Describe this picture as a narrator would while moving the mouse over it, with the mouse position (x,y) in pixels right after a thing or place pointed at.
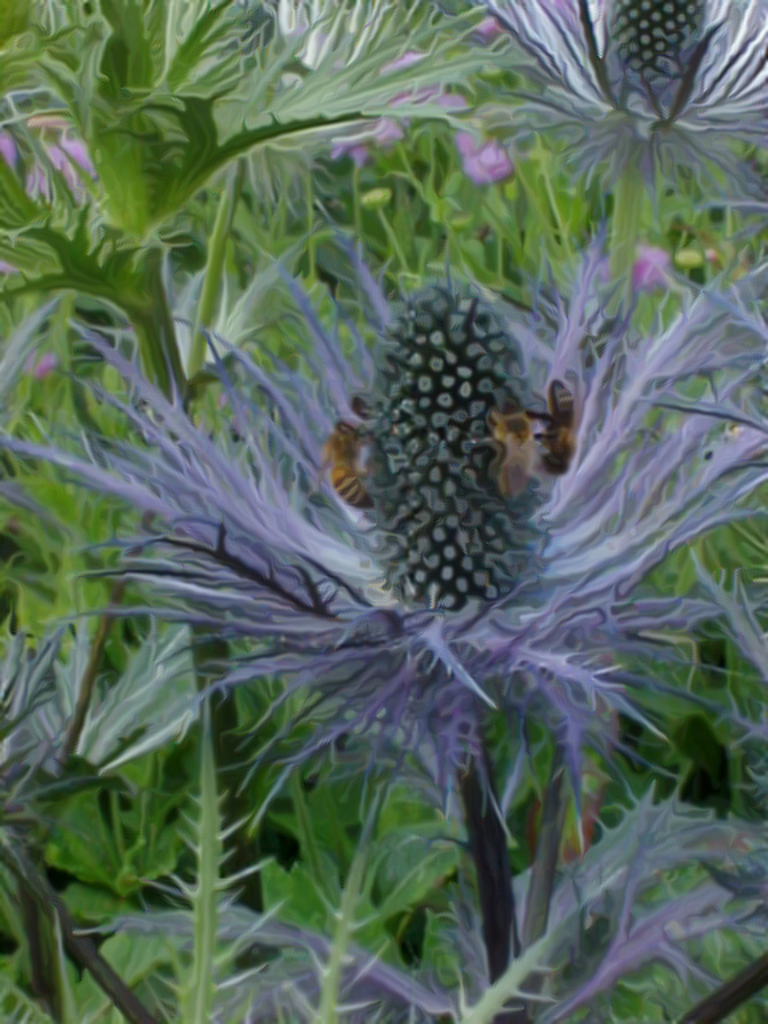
In this image, in the middle (477,629), we can see a flower (492,459). In the background (345,41), we can see a plant (464,129) with some flowers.
